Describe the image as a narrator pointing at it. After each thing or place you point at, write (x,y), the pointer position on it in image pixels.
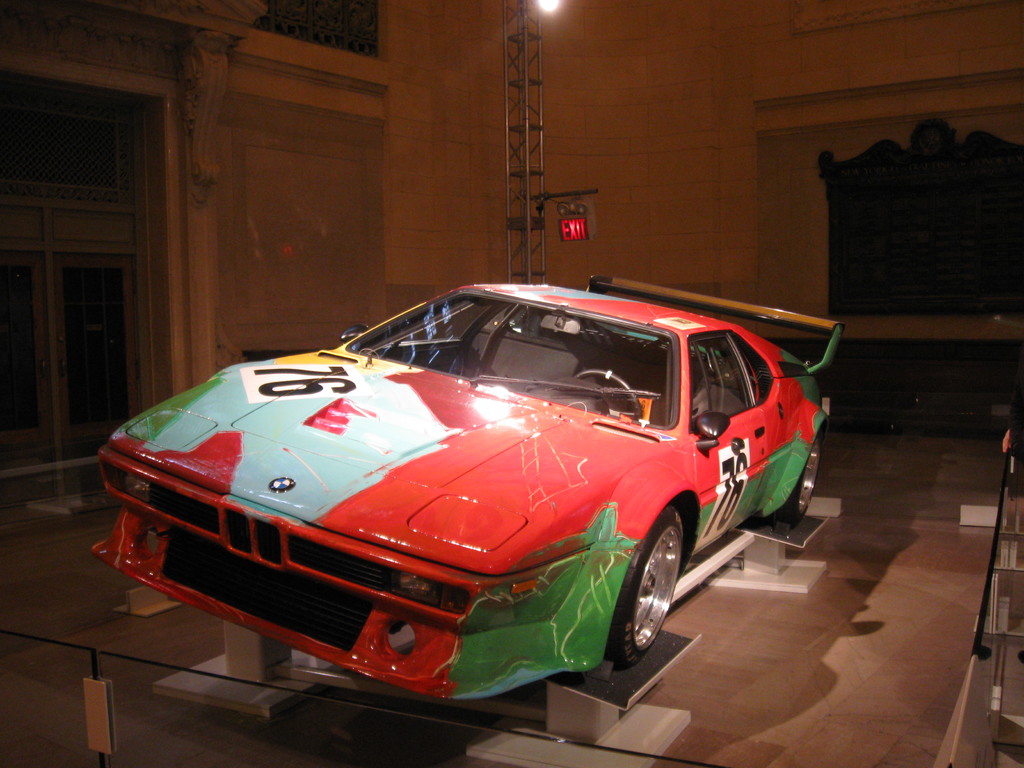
In this picture we can see a car (420,563). Behind the car (350,501), there is truss (540,215), signboard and the wall (433,240). At the top of the image (537,7), there is light (553,4). On the left side of the image (16,349), there is a door (57,288). At the bottom of the image (211,730), there is glass fence (161,714).
